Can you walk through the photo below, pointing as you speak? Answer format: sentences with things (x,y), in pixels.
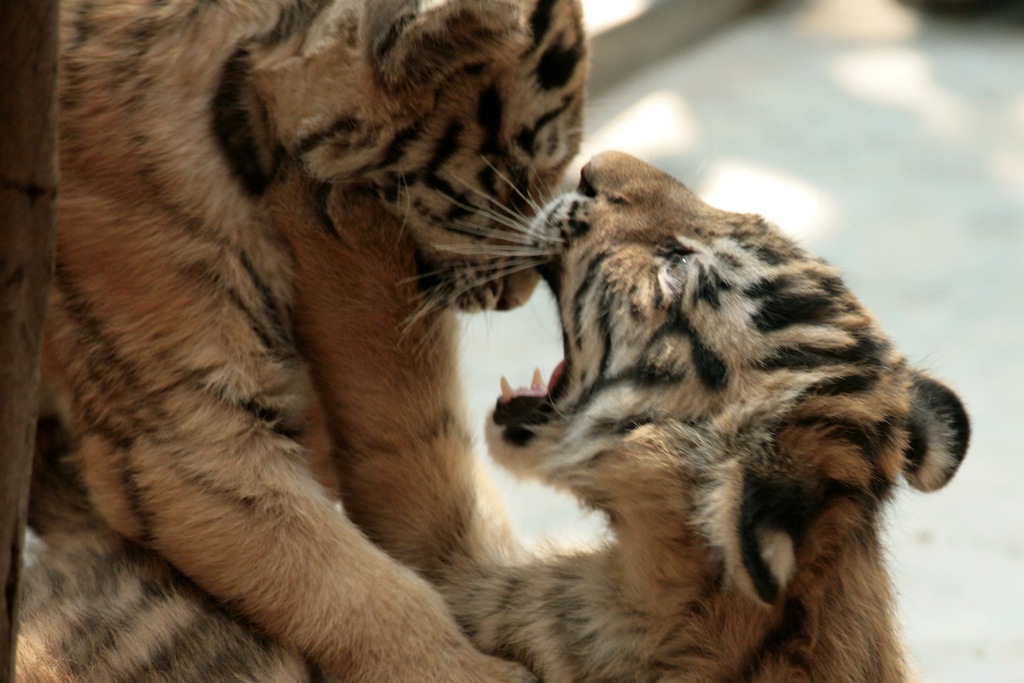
In this image we can see there are animals (376,403) on the floor (490,334). And at the side there is a stick (39,141).
